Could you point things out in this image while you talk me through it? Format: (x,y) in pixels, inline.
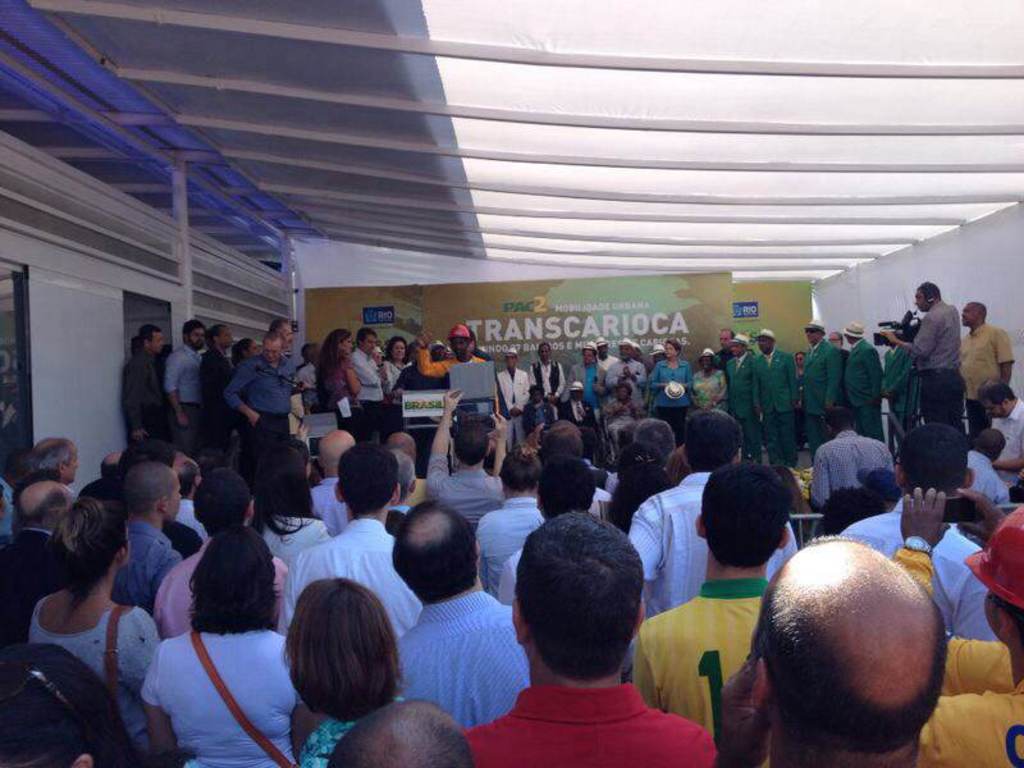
In this picture I can see group of people (607,558) among them some are standing on the stage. In the background (570,291) I can see boards (566,302). On the right side (864,280) I can see white color cloth (974,271). On the left side (115,330) I can see wall (78,418).
